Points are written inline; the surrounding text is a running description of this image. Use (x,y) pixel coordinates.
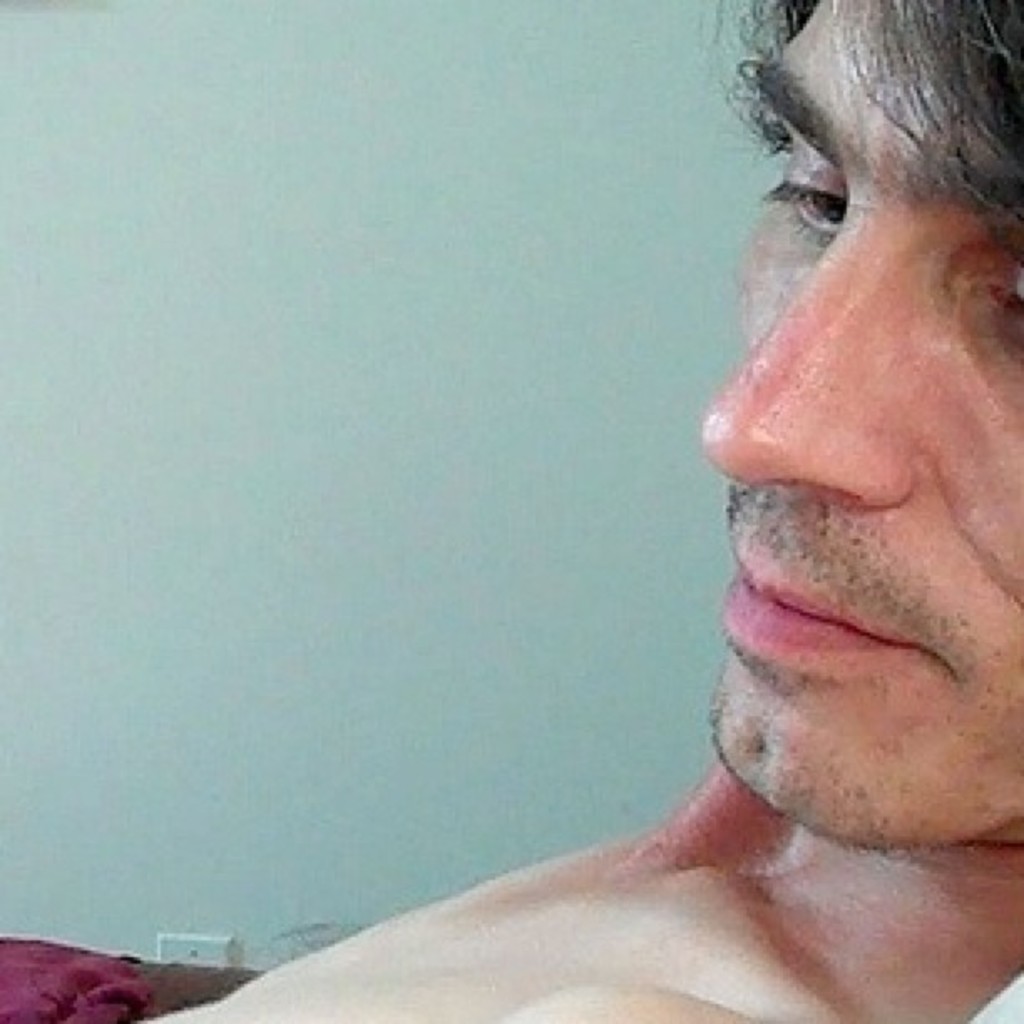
In this image I can see a man (749,439) in the front (1004,995). On the bottom left side of the image (4,970) I can see a white colour thing (172,938) and a red colour thing (116,956). I can also see the wall (685,514) in the background (506,481).
